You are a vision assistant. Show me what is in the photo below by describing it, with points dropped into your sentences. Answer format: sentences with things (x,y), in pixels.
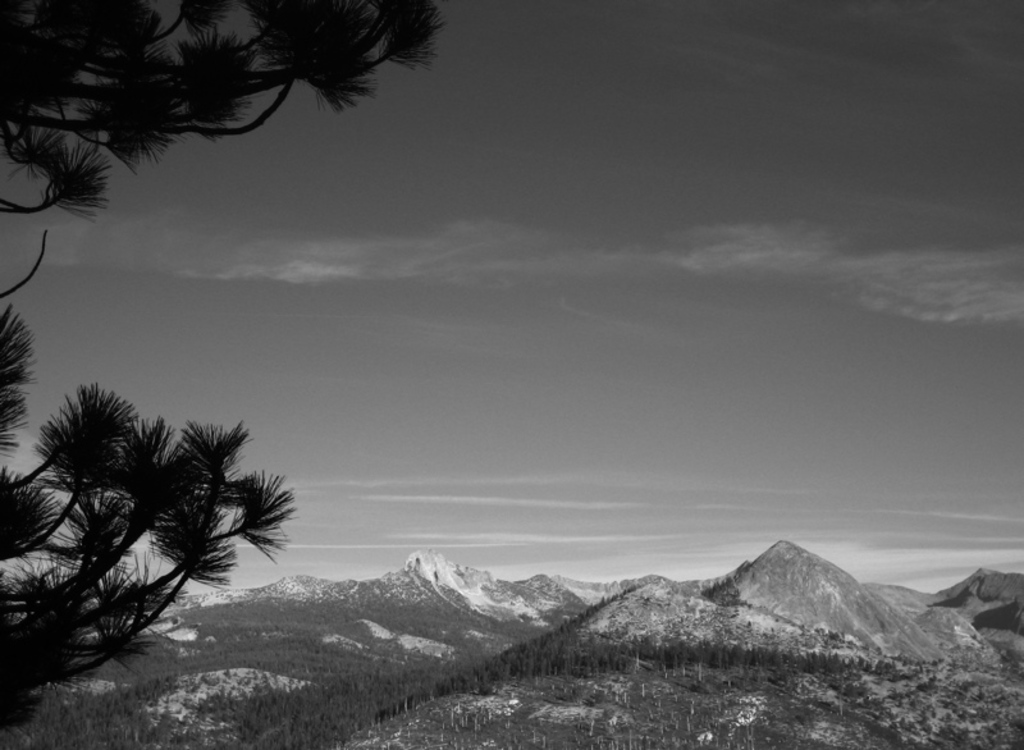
In this image we can see sky (502,245) with clouds (728,239), hills (583,626), trees (309,710) and ground (831,696).
